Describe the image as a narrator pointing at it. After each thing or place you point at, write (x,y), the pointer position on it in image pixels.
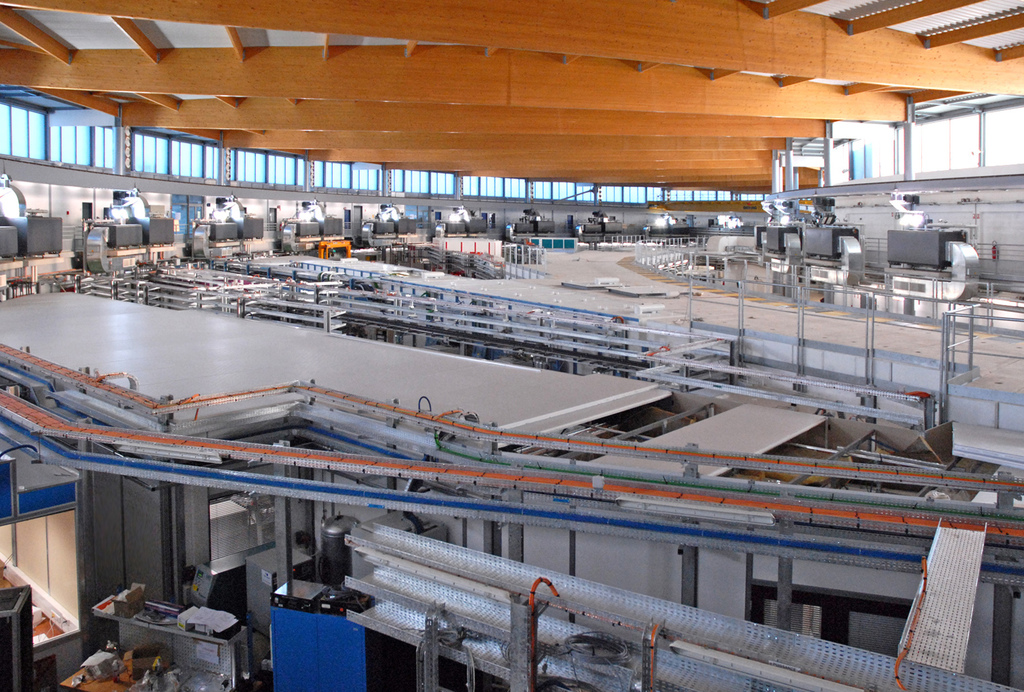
This image looks like a factory (718,198) with machines (128,457) in the foreground (640,398). There is roof (730,181) at the top (592,112). And there are windows (207,153) on the left (18,137) and right corner (1010,111).
